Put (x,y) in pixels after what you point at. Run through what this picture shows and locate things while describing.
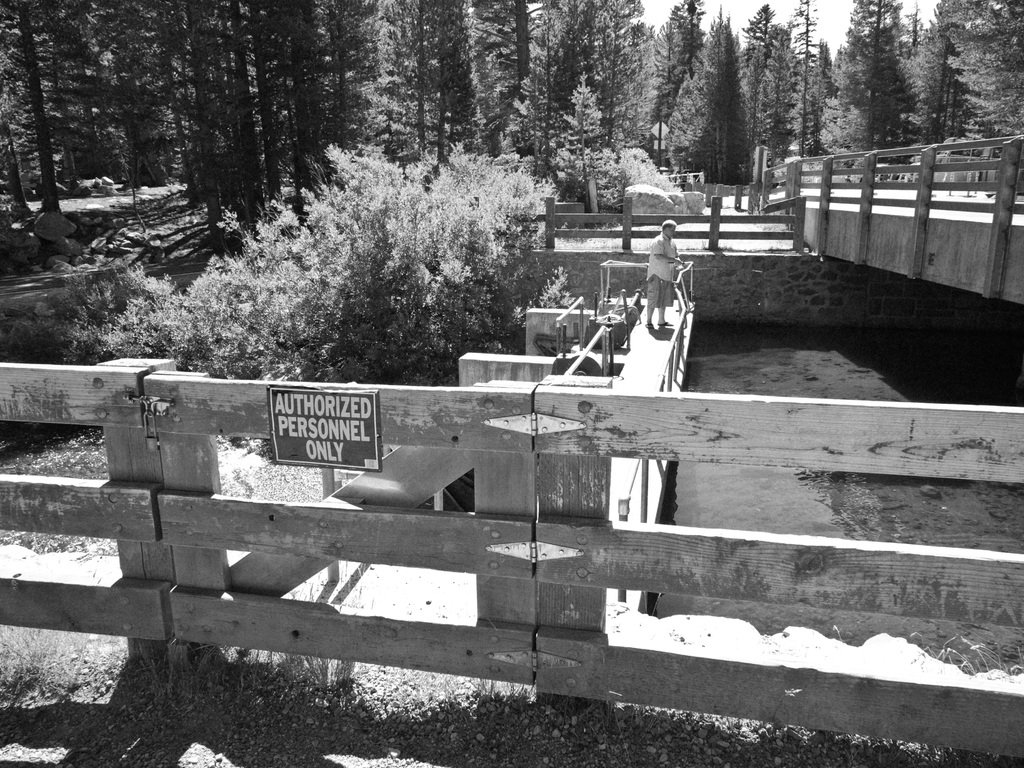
In this image we can see sky (780,15), trees (573,105), bushes (620,173), wooden fence (500,532), water (747,358) and a person (655,279) standing on the bridge (604,334).
